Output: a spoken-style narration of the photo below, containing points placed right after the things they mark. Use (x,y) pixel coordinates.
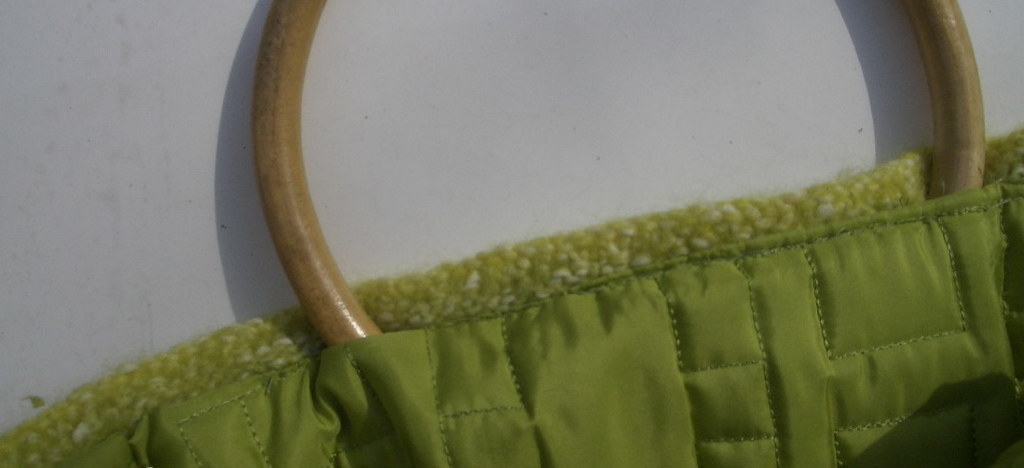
In this picture we can see a green color cloth (514,349) and a wooden ring (927,28) half in it and half outside it.
